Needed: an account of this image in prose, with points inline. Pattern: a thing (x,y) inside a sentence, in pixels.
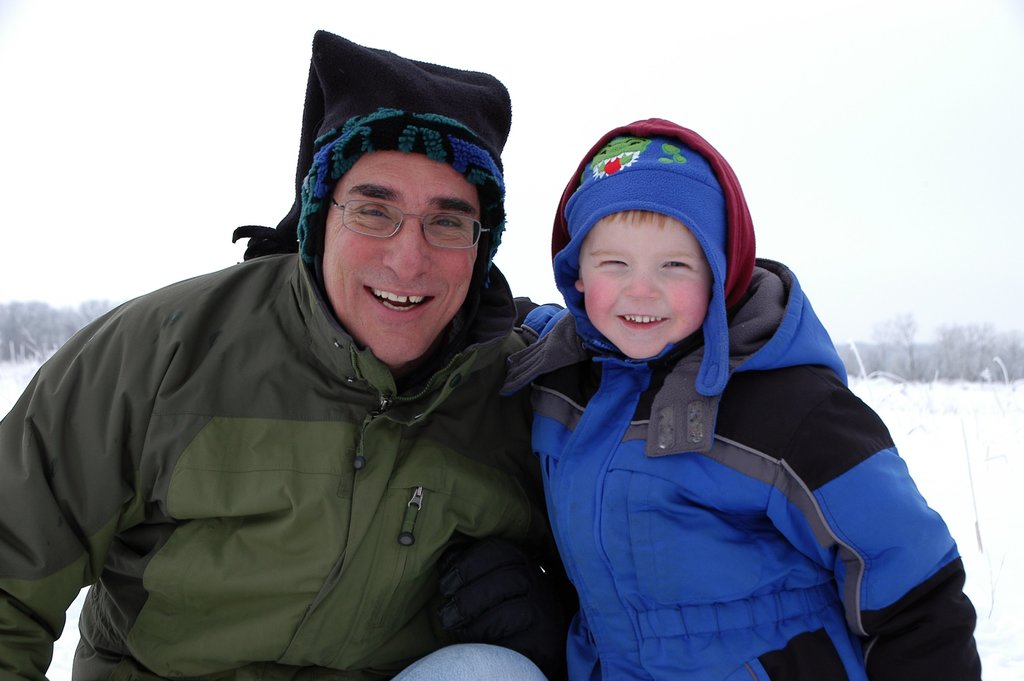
This picture is clicked outside. On the right (731,356) we can see a kid (676,413) wearing a blue color jacket (662,453), smiling and seems to be standing. On the left (212,394) we can see a person (515,332) wearing jacket (283,418), smiling and seems to be sitting. In the background (643,43) we can see the sky (696,78), trees (54,317) and the snow (974,434) and some other items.
